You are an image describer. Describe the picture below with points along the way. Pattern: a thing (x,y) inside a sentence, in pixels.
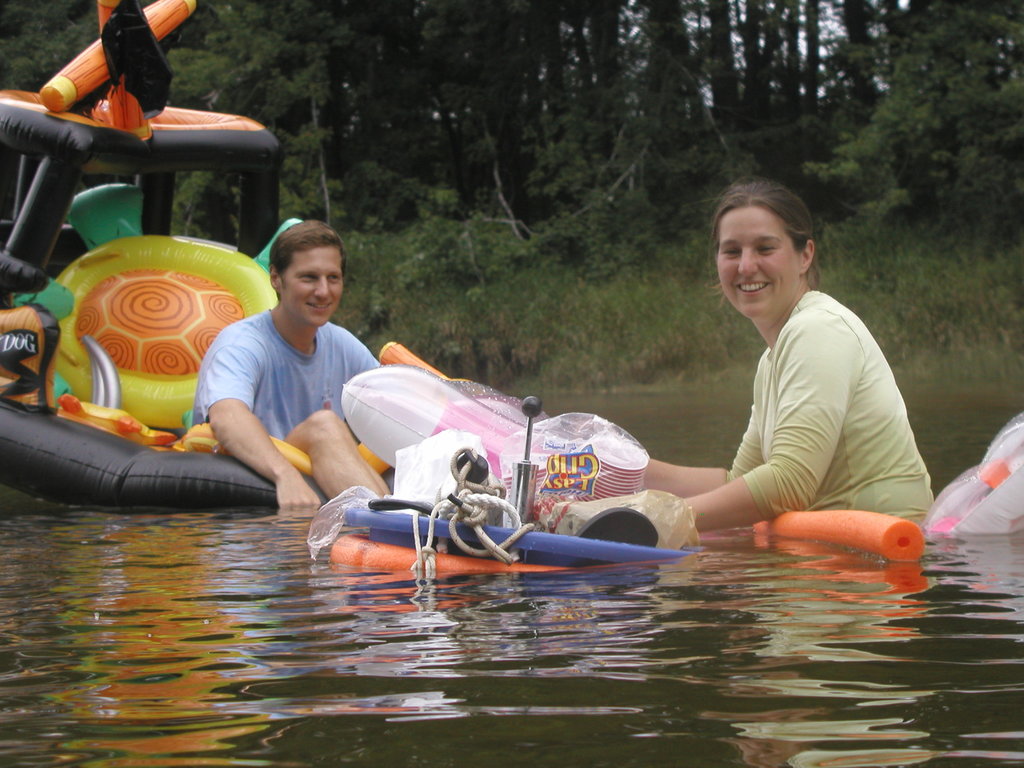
In this picture we can see an inflatable boat (220,471) on water (173,606), here we can see a man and a woman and they are smiling and in the background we can see trees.
